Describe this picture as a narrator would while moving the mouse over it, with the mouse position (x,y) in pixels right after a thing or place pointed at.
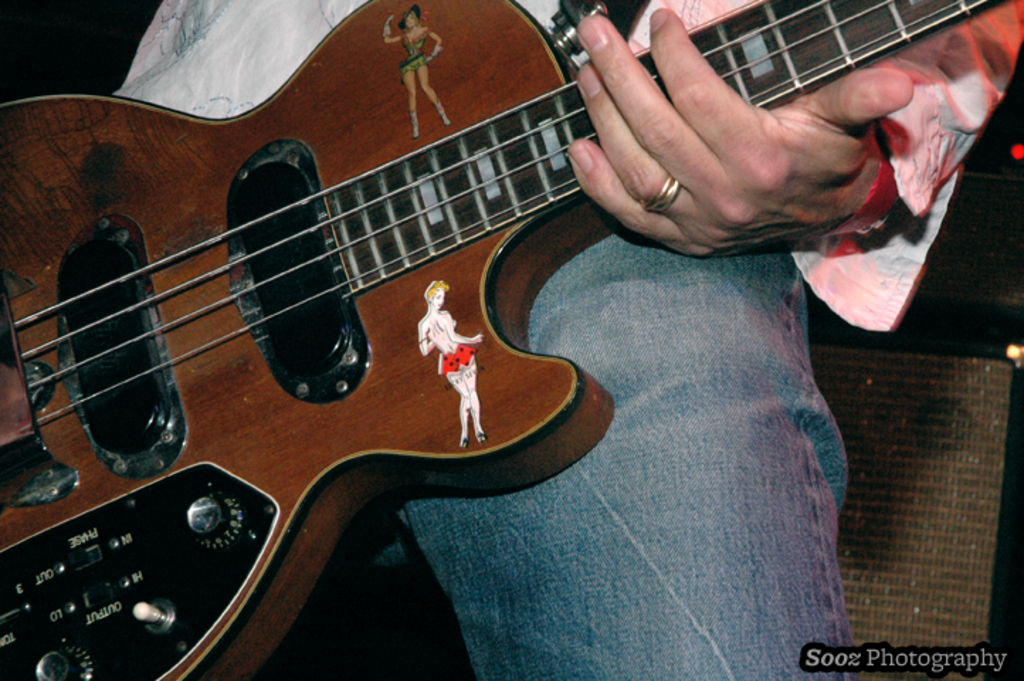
In this picture we can see a person (742,209) wearing a white colour shirt (886,253) and a denim jeans (691,464) in blue colour, holding guitar (453,131) in his hands (603,88). On the guitar (488,79) we can see stickers (410,60) of a woman (414,48).
